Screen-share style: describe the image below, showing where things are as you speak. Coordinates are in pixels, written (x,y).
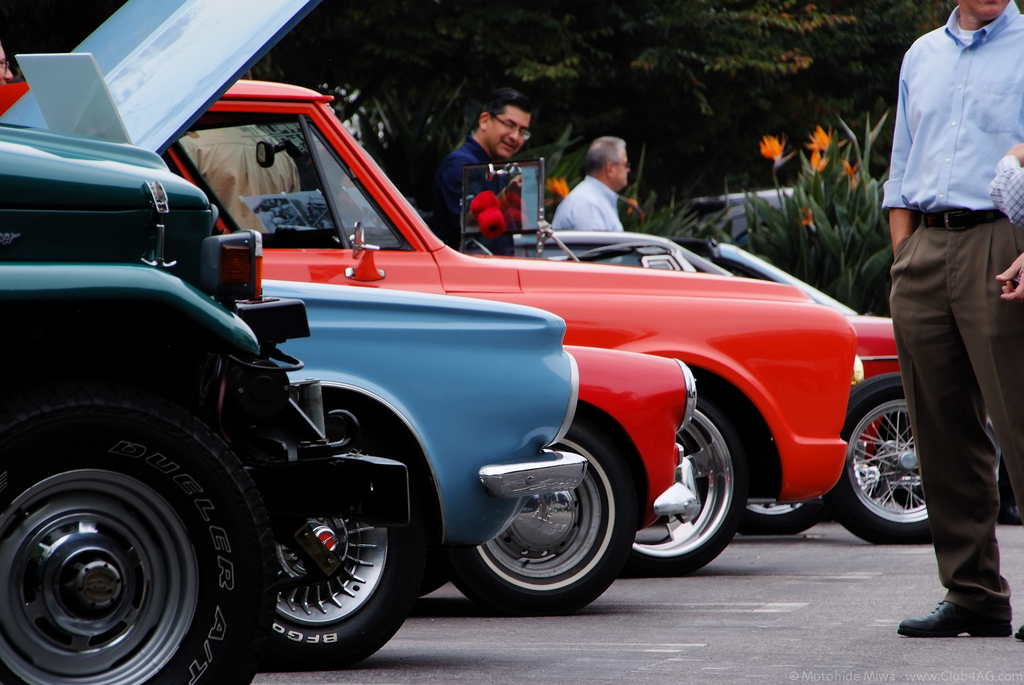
In this image we can see few vehicles (496,196) and persons (490,151) on the road (689,599) and there are few plants (806,229) with flowers (770,151) and trees (591,91) in the background (708,114).
